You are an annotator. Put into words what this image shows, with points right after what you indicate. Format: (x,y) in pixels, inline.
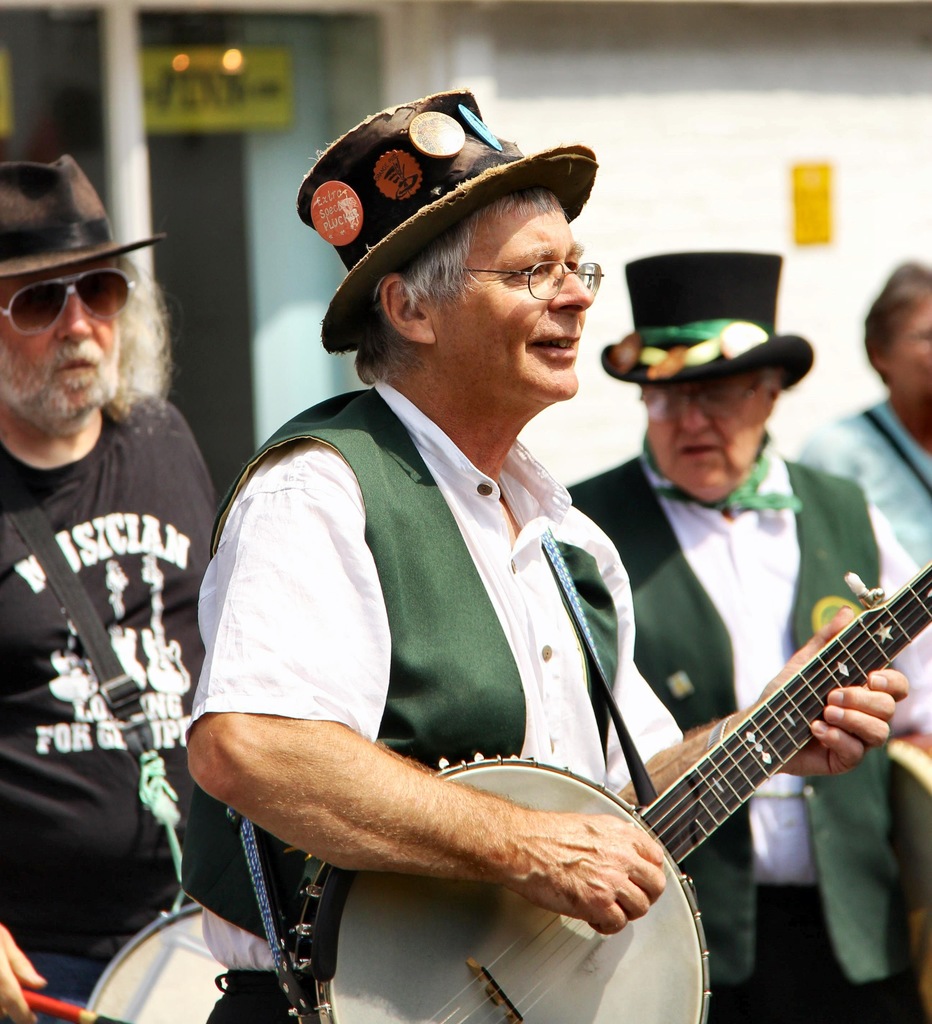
These two men (224,767) are playing musical instruments (399,966). On the right (811,586) there are 2 persons (778,482) standing.
